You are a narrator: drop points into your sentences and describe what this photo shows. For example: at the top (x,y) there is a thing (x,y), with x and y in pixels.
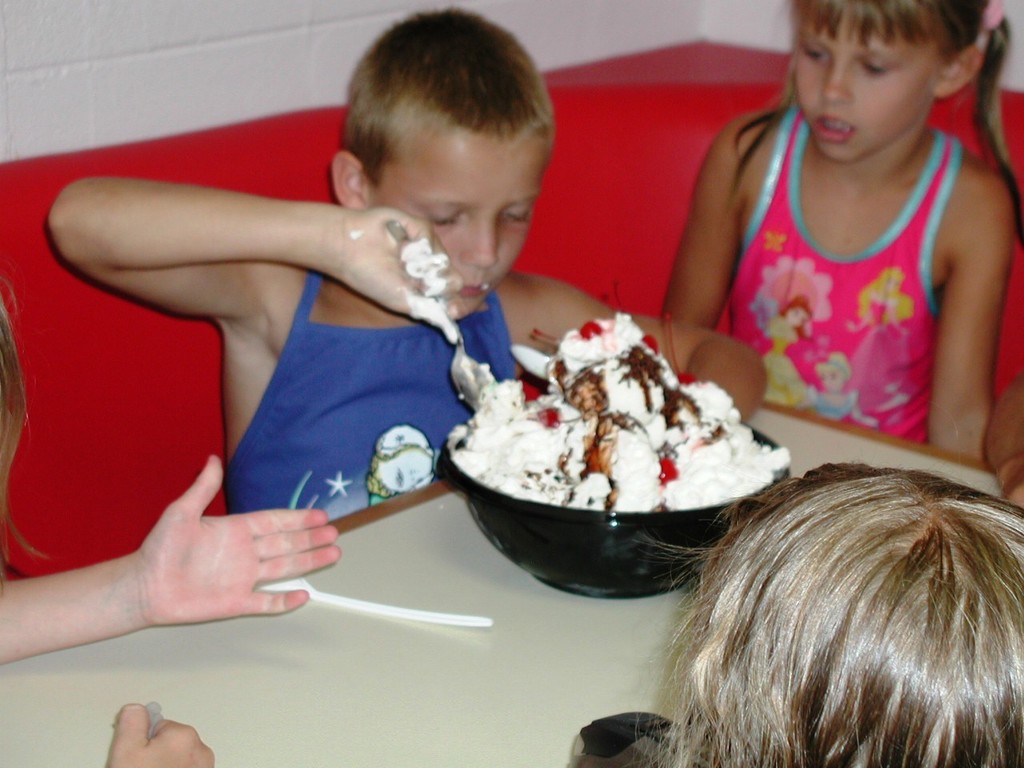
In this picture there is a boy (255,302) who is wearing blue dress (377,438). He is holding a spoon (475,374). On the table (475,531) I can see the black colour bowl (697,538) and ice cream (647,494). On the right (834,13) there is a girl (748,269) who is sitting on the couch (31,361). In the bottom (801,602) I can see the girl's head (797,661) and hairs (947,670). In the bottom left (150,579) I can see the girl's hands (129,736).
